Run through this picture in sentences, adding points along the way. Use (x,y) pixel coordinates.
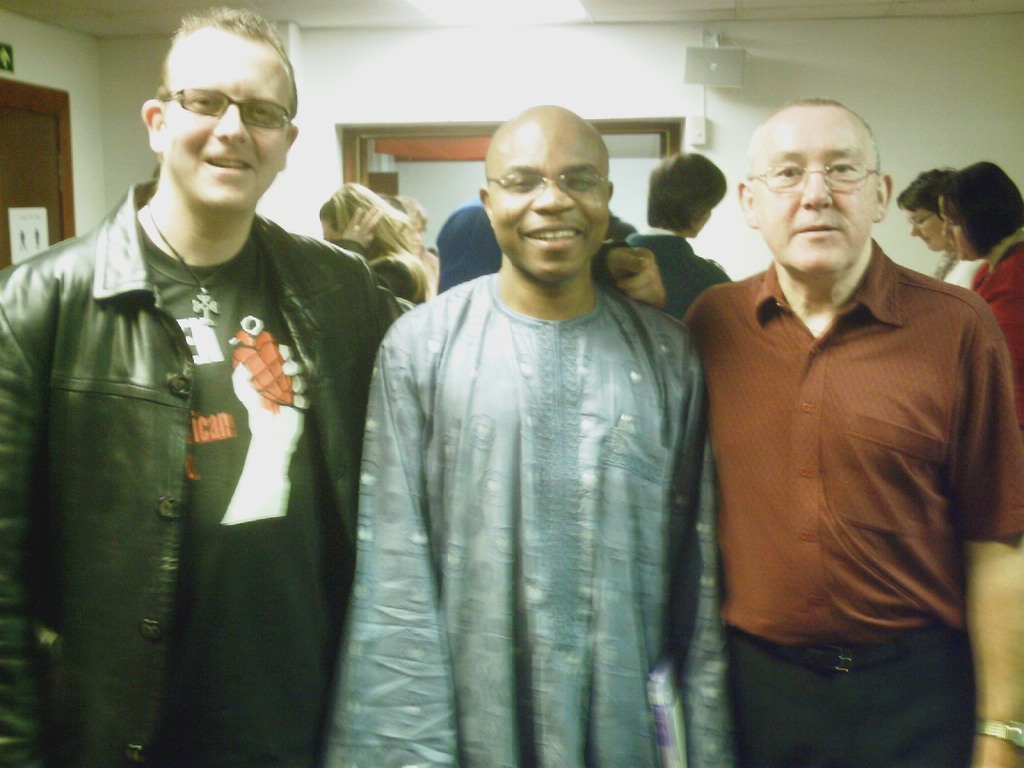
In this picture we can see some people (815,364) are standing, two persons (473,521) on the left side (300,497) are smiling, in the background (921,75) there is a wall (913,56), we can see a light (578,1) at the top of the picture (555,11), on the left side (18,216) there is a paper (23,228) pasted on the board (37,168).
